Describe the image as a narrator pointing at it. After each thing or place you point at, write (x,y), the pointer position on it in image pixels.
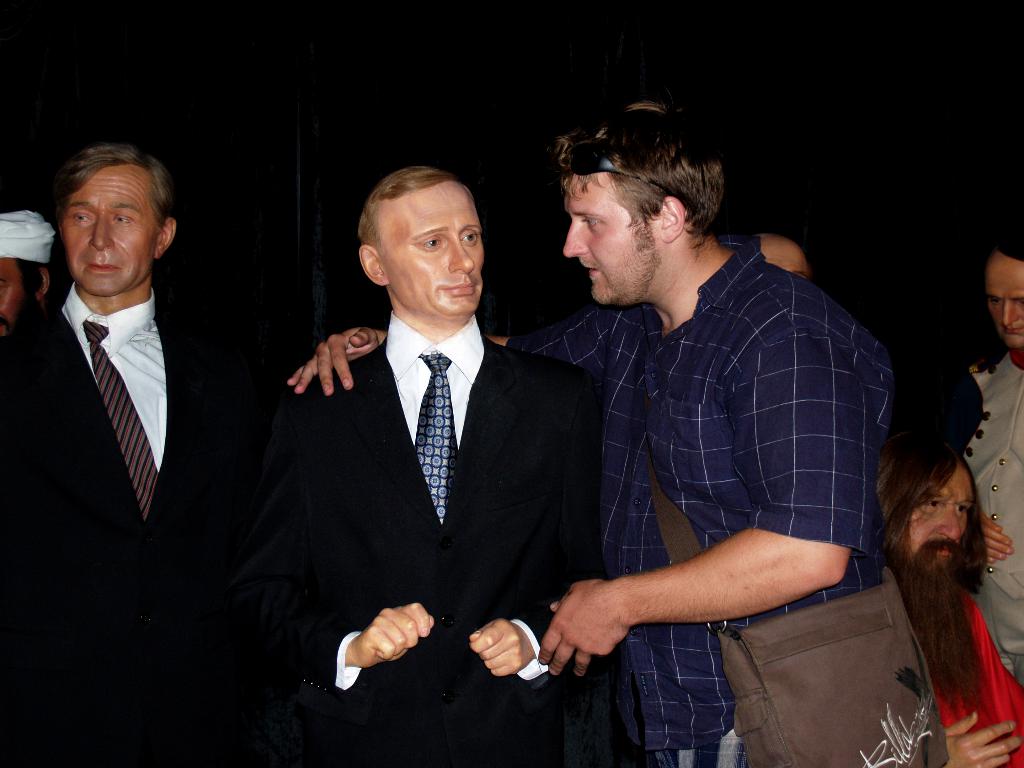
In the image there are some statues (18,289) and there is a man (690,673) standing beside one of the statue (287,497).
